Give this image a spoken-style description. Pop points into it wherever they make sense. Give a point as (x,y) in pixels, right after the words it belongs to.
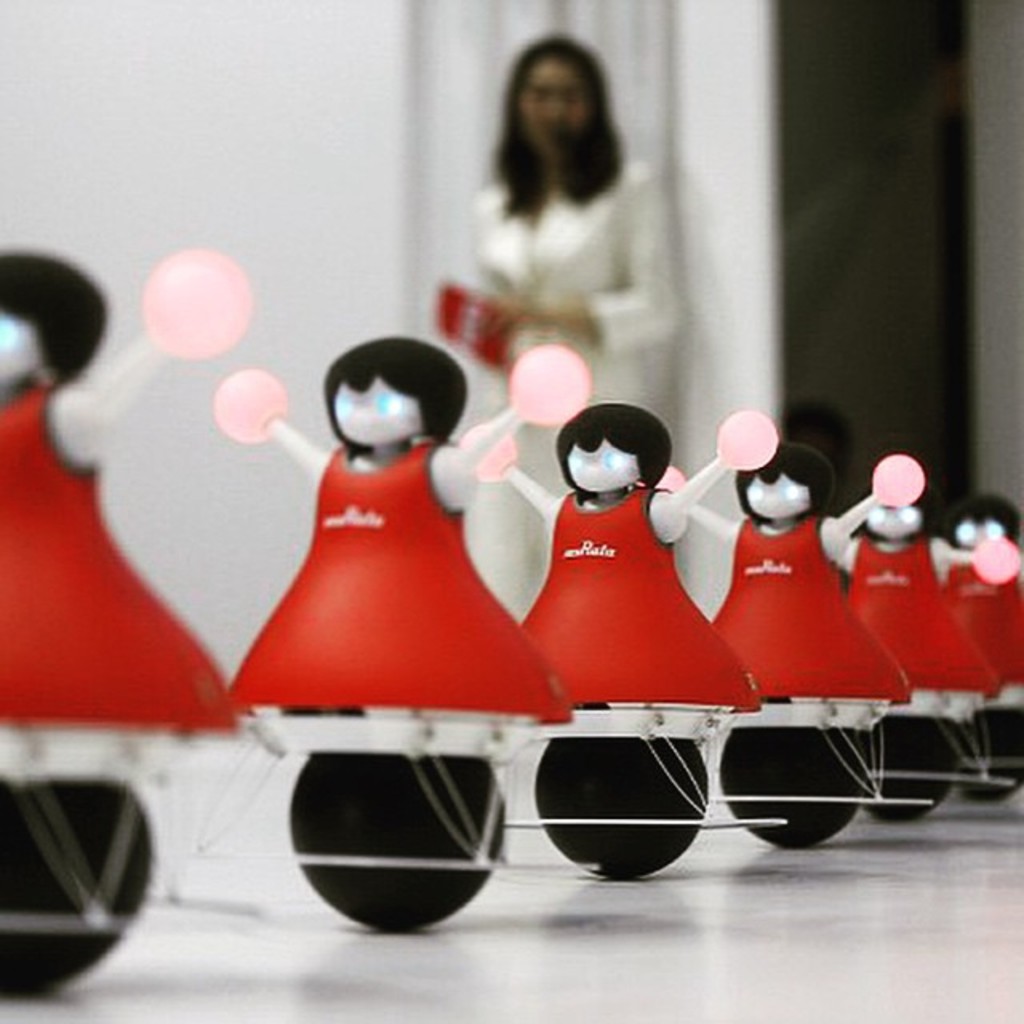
In the foreground of this image (487,829), there are toys (703,784) on the white surface (610,929). In the background (560,114), there is a woman (573,191) standing holding an object (463,315) near a wall (329,105).
